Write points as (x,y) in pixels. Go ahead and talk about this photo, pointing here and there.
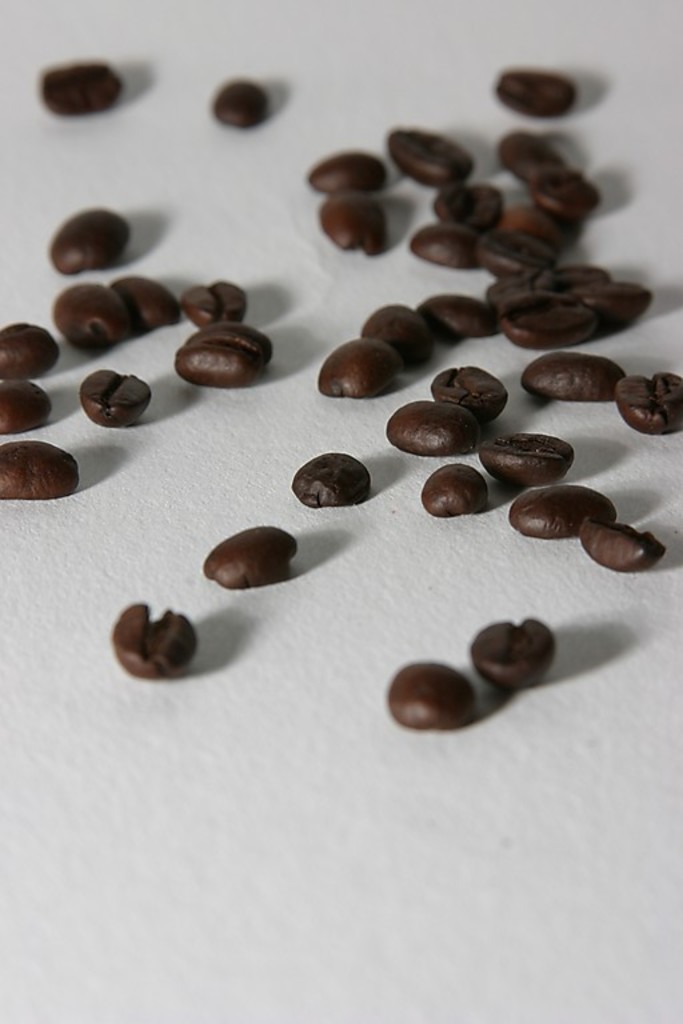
In the center of the image (433,509) we can see coffee beans (460,493) placed on the surface (364,858).
